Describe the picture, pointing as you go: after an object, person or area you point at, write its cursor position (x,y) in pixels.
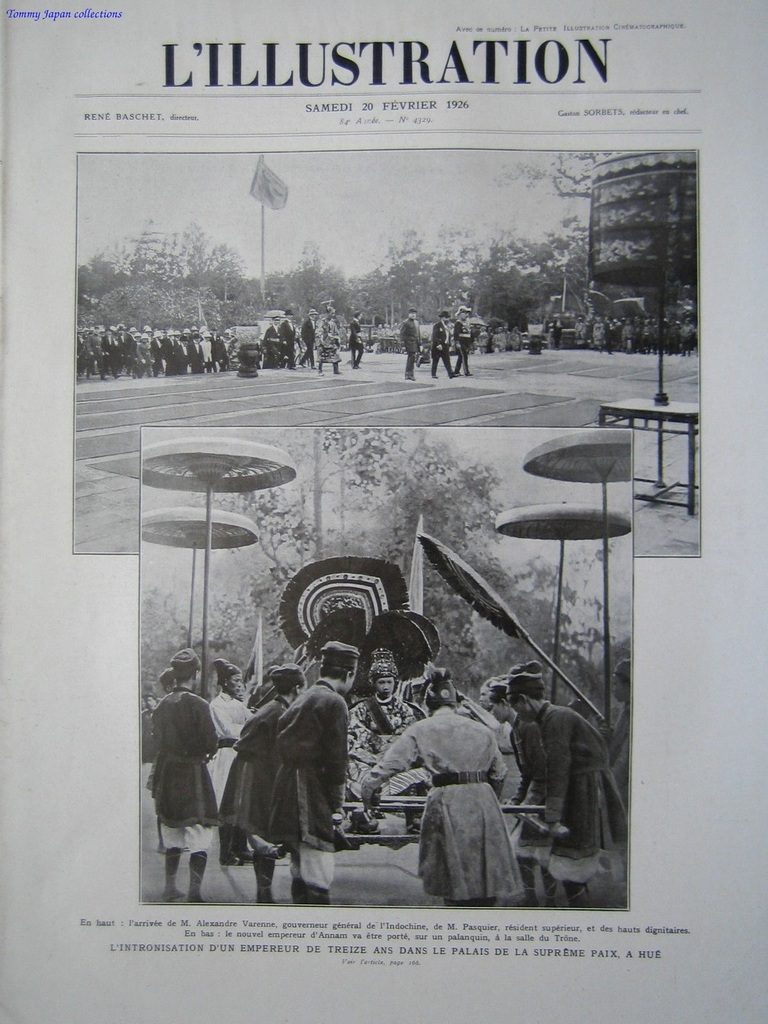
This looks like a black and white paper (338,863). There are groups of people (474,778) standing. This is a flag (260,185) hanging to the pole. These are the trees (248,288). This looks like a table (633,407) with an object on it. I think these are the kind of umbrellas (234,465). I can see the letters (193,934) on the paper (548,950).
